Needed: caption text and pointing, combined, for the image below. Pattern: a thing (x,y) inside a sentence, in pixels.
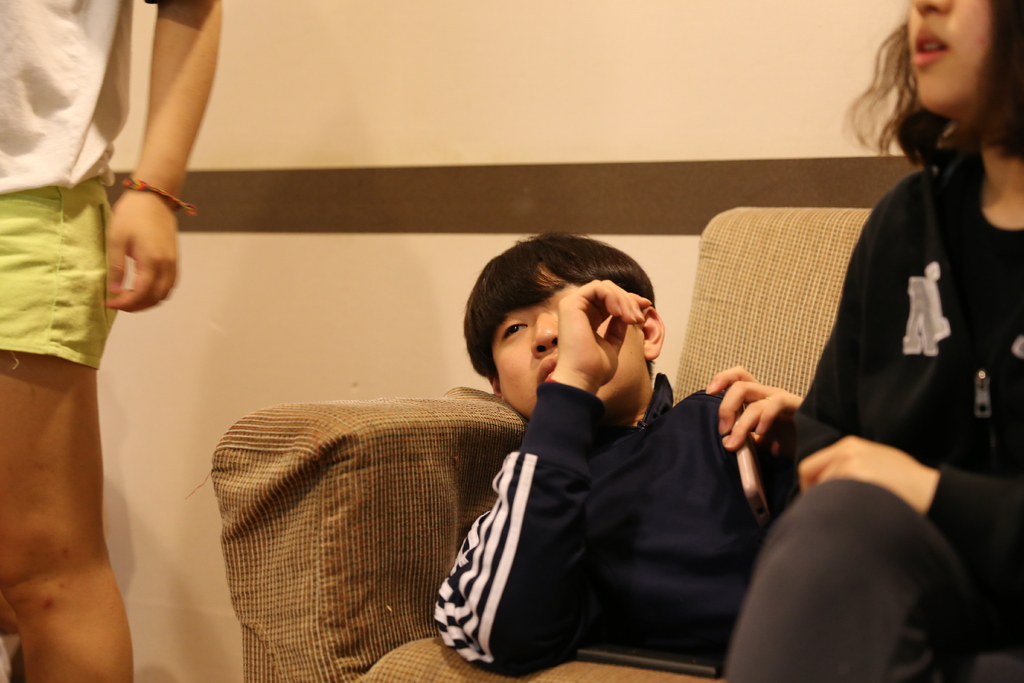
In this image I can see a man (716,452) is lying on the sofa (823,251). On the right side (923,231) a woman (913,433) is sitting on the sofa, she wore black color dress (976,418). In the middle (377,382) it looks like a wall (309,322).
